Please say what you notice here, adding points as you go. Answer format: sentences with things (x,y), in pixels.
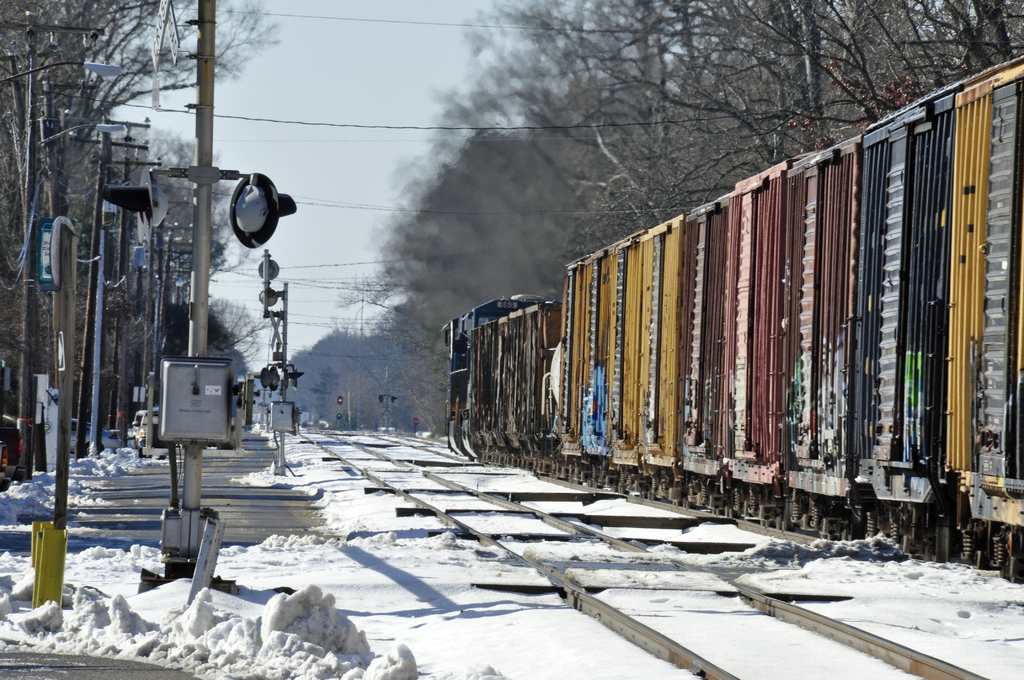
In this image, on the right (827,336) there are trees (806,90), train (642,341), cables (531,129), railway tracks (521,512), ice (459,620). On the left (181,316) there are poles (46,106), street lights (104,65), ice (295,469), trees (180,346), sky (331,93).
